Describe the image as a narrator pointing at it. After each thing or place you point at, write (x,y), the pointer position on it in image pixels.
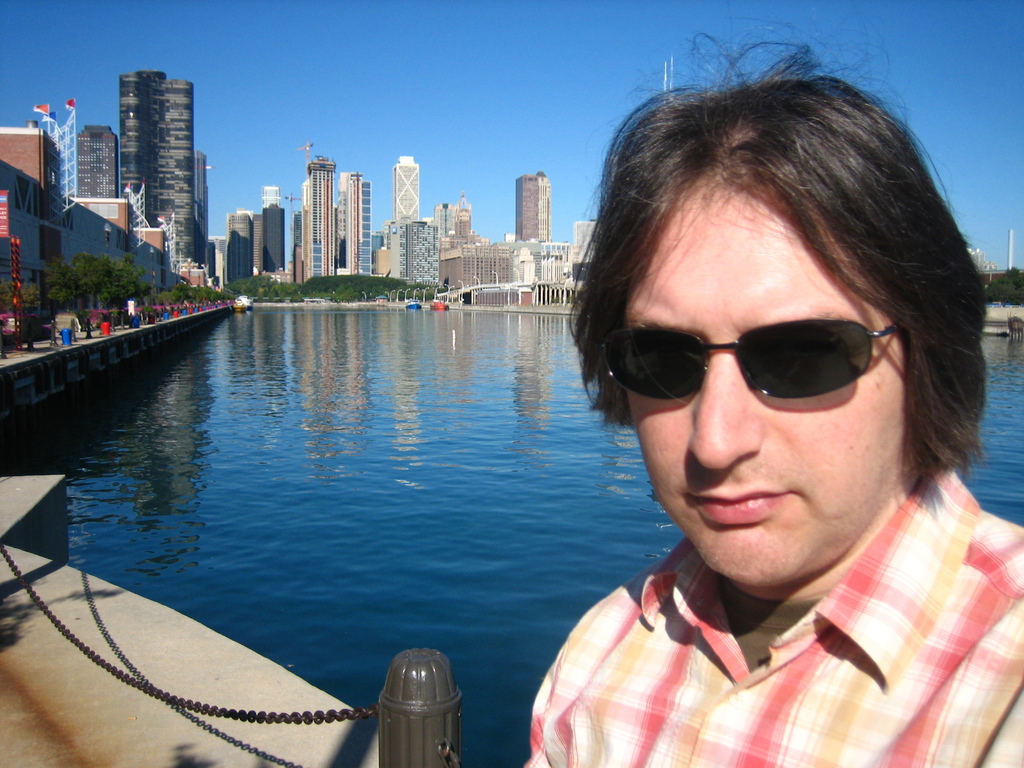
In this image we can see a man (745,460) is standing, he is wearing the glasses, there is a fencing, at the back (163,160) there are buildings (327,192), there are trees (113,271), there is the water (401,361), there are group of persons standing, there is a tower (169,102), there is a sky (587,100).
